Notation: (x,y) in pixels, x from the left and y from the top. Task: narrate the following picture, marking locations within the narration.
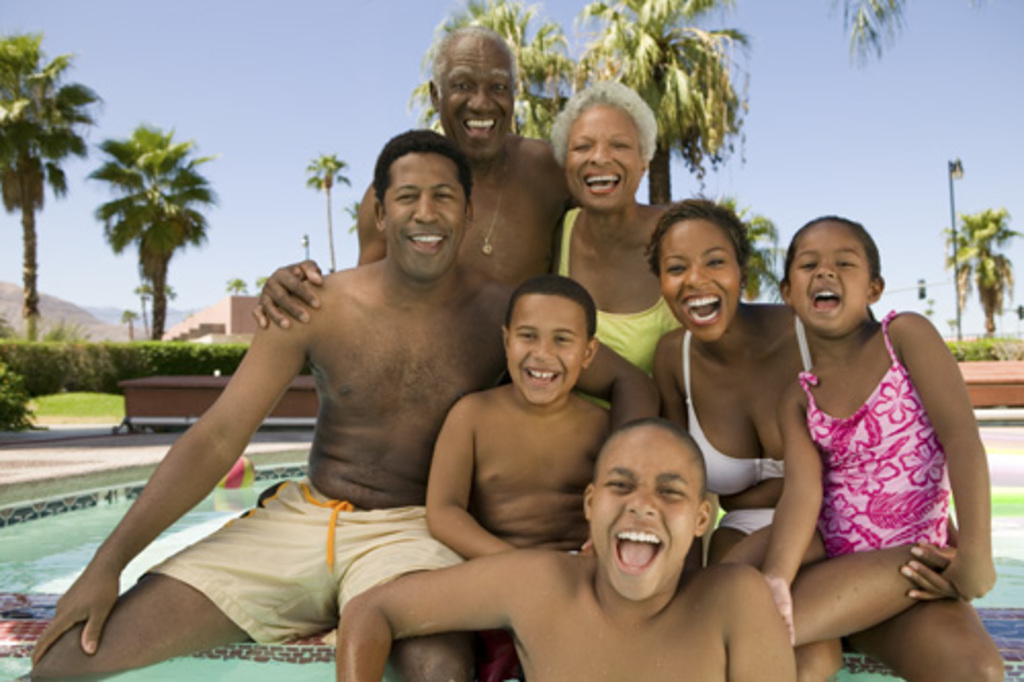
In this image there is the sky (287,108) towards the top of the image (263,88), there are trees (992,261), there is a wall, there are poles (957,278), there are lights (953,178), there are plants (174,347), there is grass (71,400), there is a swimming pool (212,501), there is a ball (238,474), there are group of persons (599,509) towards the bottom of the image (563,561).
